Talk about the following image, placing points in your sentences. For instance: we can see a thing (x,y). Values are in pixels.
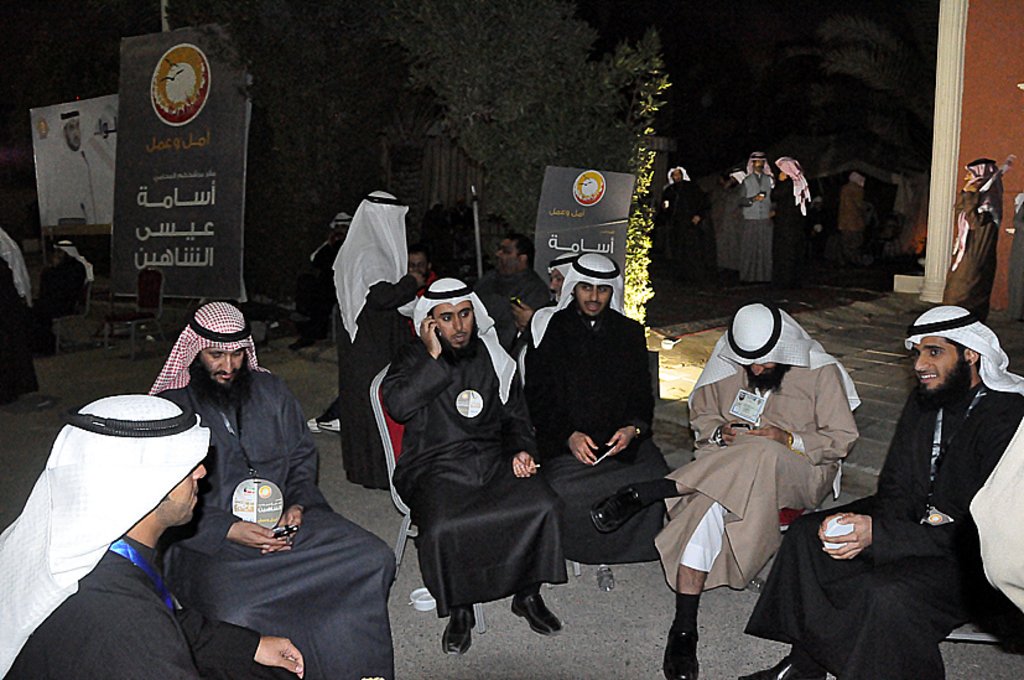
In this picture we can see a group of people (730,435) on the ground (664,452) and some people (428,541) are sitting on chairs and in the background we can see trees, posters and some objects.
